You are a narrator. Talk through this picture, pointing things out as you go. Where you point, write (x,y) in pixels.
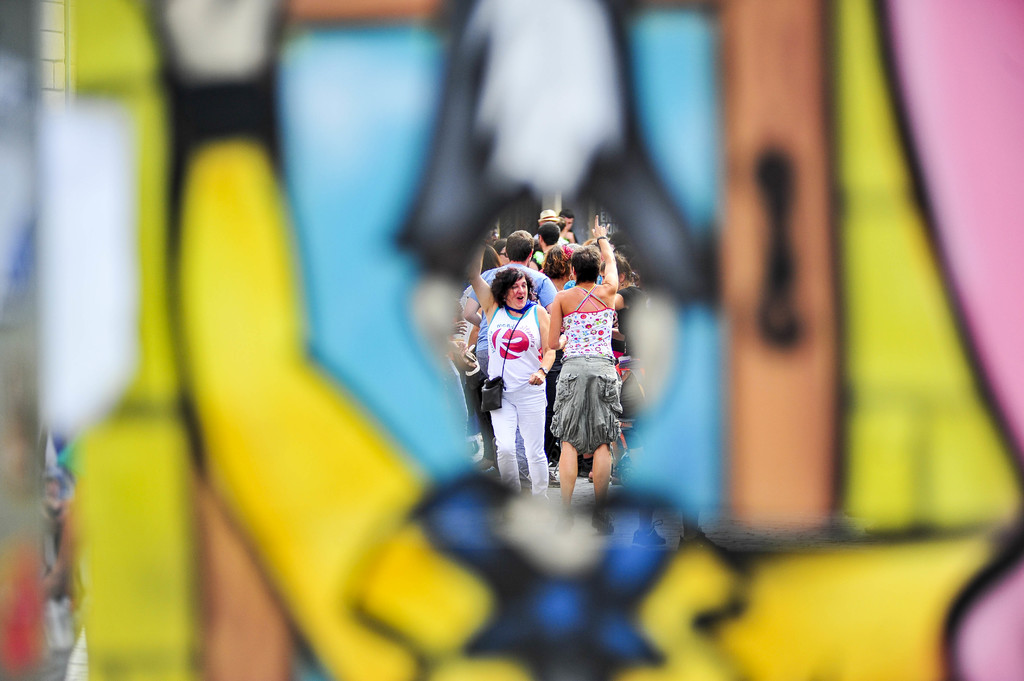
Through an object (300,522) we can see the people (523,323). In this picture we can see a person (512,331) wearing a sling bag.
